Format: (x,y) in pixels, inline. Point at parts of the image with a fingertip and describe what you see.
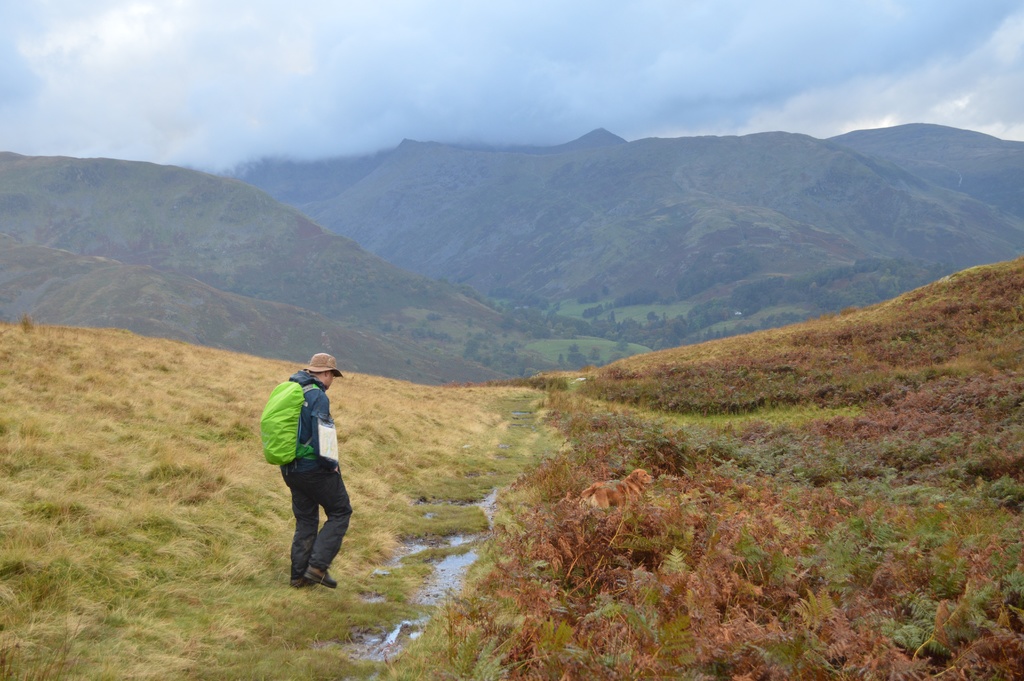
This image is taken outdoors. At the top of the image (143,56) there is a sky (168,57) with clouds (628,43). At the bottom of the image (155,549) there is a ground (204,533) with grass (420,506) and plants (661,543) on it. In the middle of the image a man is walking on the ground (262,553). In the background (369,257) there are a few hills (393,242) and there are many trees (793,286) and plants (797,305).
